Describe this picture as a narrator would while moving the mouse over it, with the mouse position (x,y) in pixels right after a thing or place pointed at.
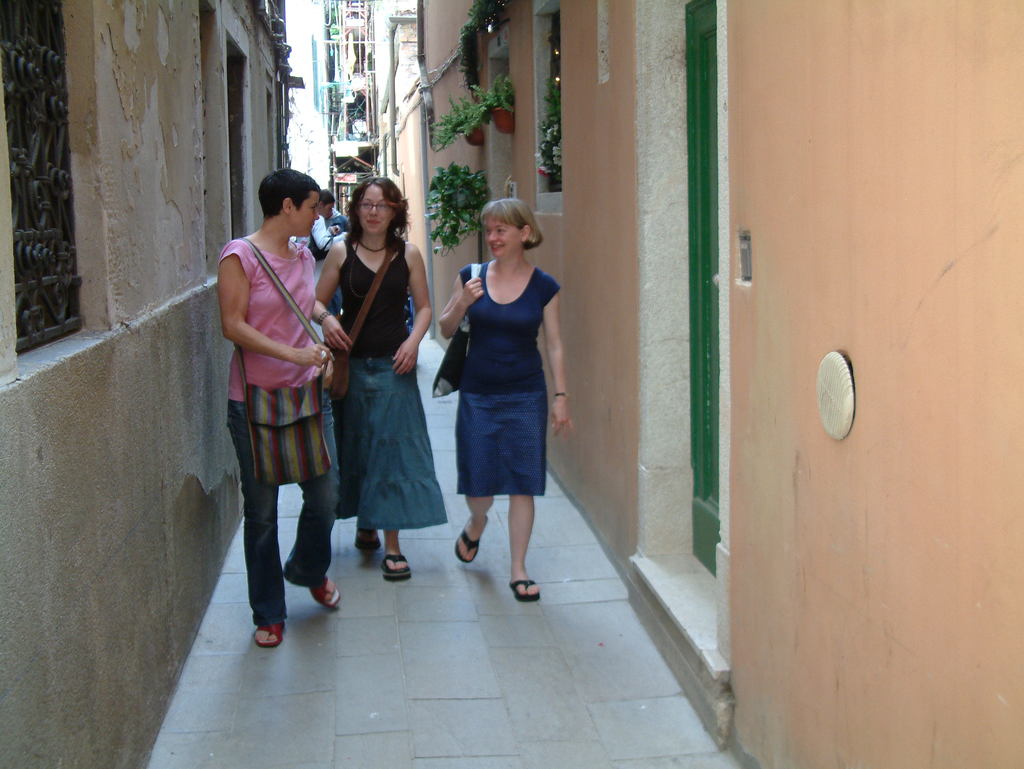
In this image we can see people (404,336) and there are buildings (830,254). On the right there are house plants (460,206). On the left (70,262) there is a window (70,262) and we can see a door (697,200).
